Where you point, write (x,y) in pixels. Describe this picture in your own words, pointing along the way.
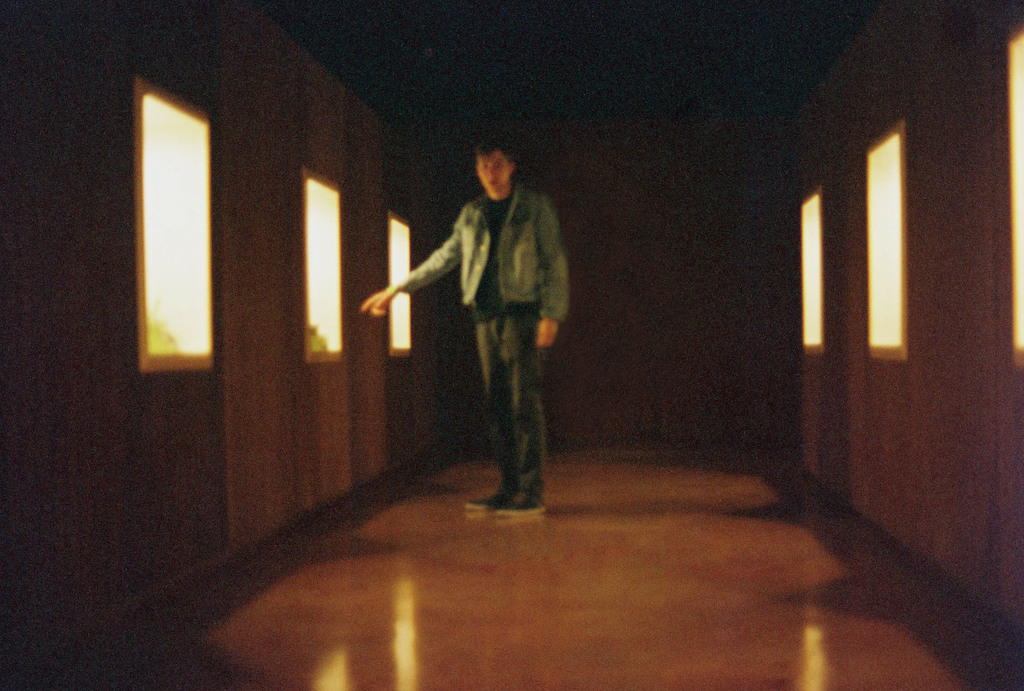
In this picture there is a boy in the center of the image (525,235), it seems to be there are windows (882,273) on the right (842,273) and left side of the image (158,184).
